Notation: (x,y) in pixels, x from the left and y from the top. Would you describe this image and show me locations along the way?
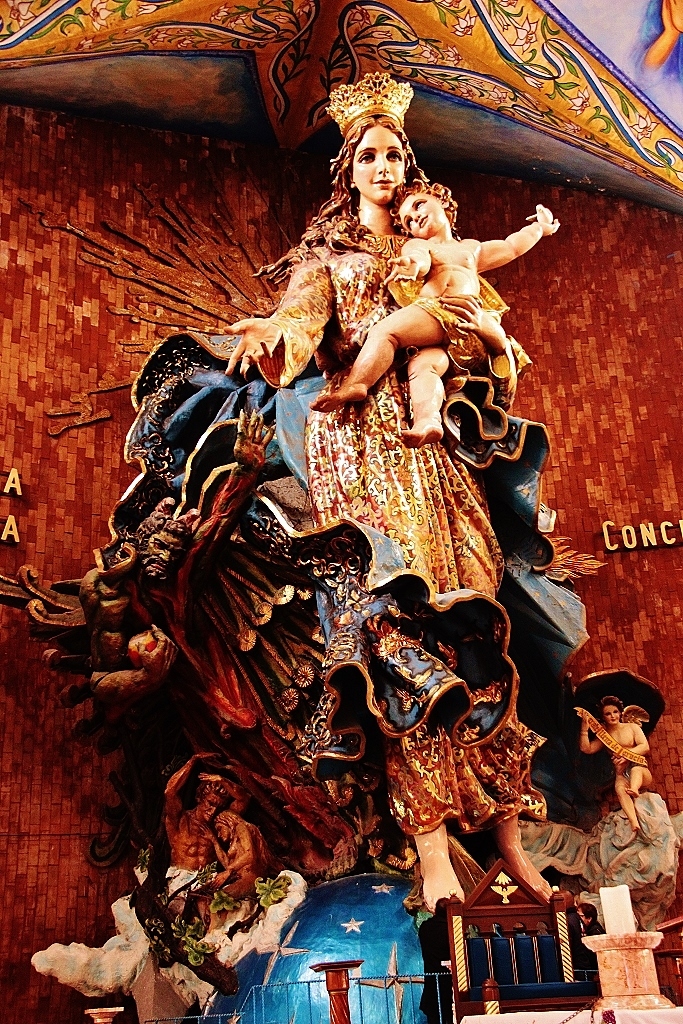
In this picture I can see the statues (399,128) which is kept on the globe (282,969). In that statue (277,339) I can see the woman (372,542) who is holding a boy (430,389).
